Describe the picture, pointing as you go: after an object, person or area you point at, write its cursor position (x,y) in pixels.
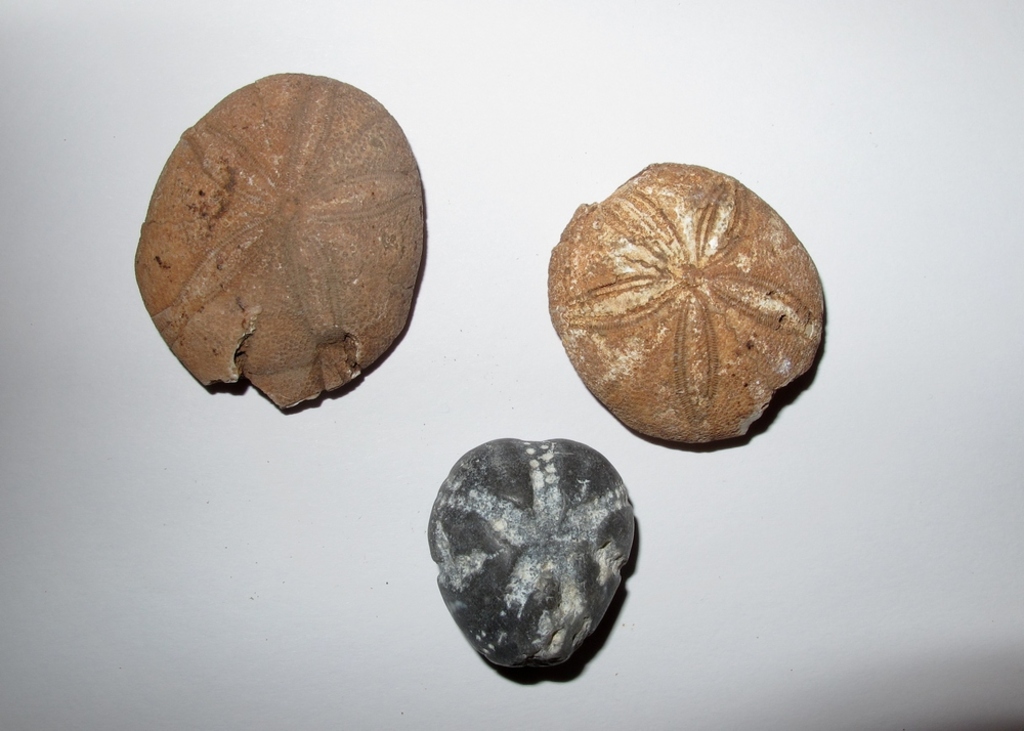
In this picture there are stones (500,584), on the stones (200,321) there are carvings (685,335). The stones (203,159) are placed on a white surface (245,641).
